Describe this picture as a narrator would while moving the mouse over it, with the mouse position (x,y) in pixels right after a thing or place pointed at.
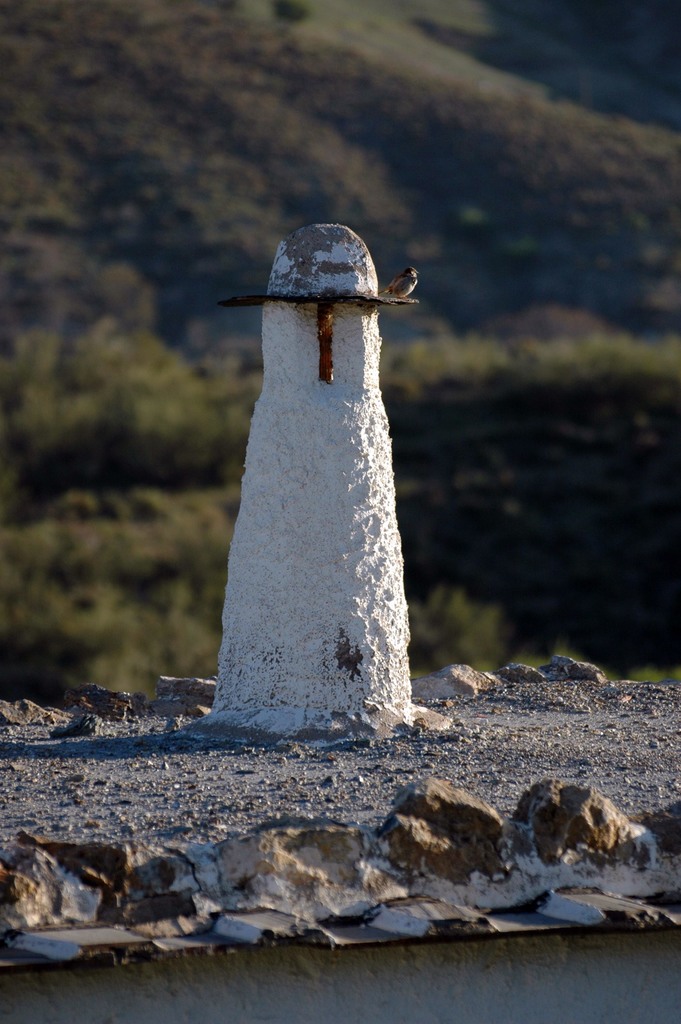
In this picture we can see a stone (272,664) and a bird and in the background (161,651) we can see trees (33,563) and it is blurry.
